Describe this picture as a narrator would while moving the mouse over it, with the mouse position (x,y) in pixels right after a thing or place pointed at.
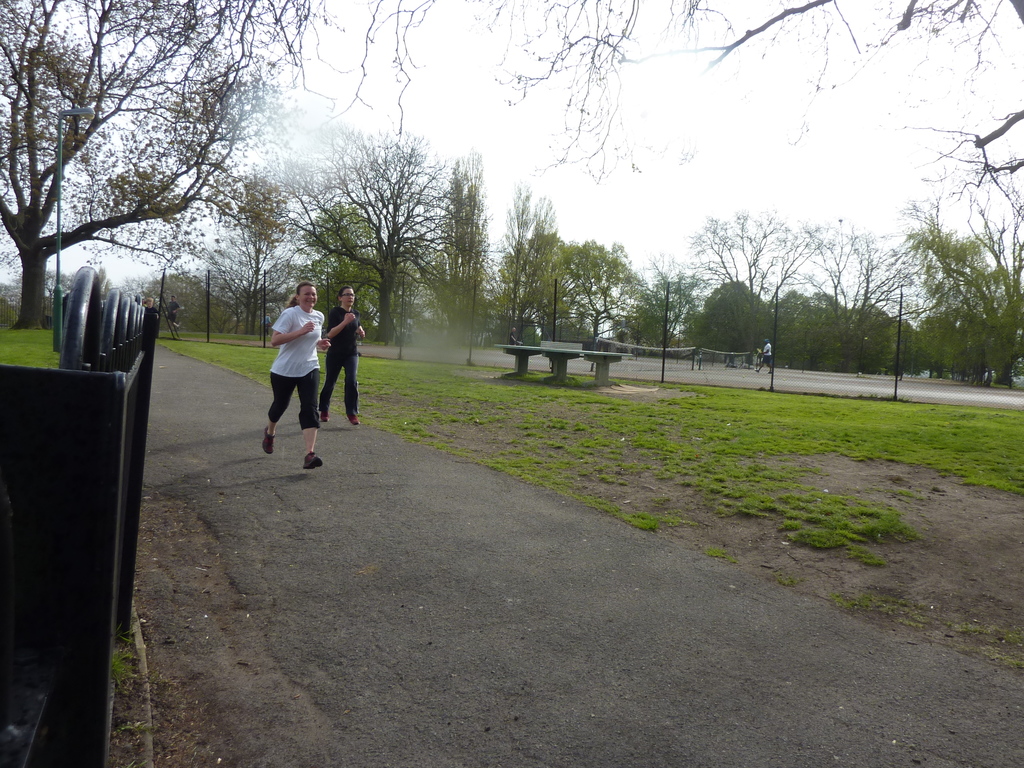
In this image we can see there are two ladies (328,372) are running on the road (547,577). On the left side of the image (79,487) there is a metal structure (80,475). In the background (167,263) there are trees (944,342) and sky (601,208).
